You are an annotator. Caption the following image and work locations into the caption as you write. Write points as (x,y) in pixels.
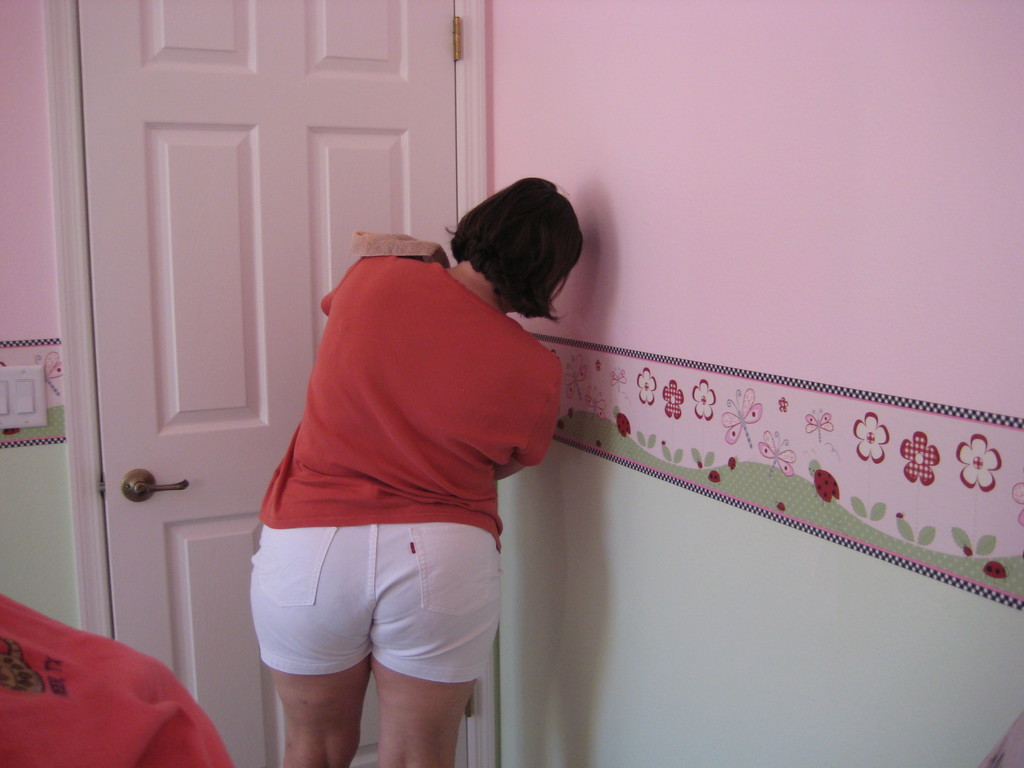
In this image there is a woman (348,451) standing. In front of her there is a door (289,123) to the wall (784,106). To the right (811,409) there is a wall (761,533). There is a painting (823,408) on the wall (811,476). To the left (9,396) there are switches (19,399) on the wall (37,455).
